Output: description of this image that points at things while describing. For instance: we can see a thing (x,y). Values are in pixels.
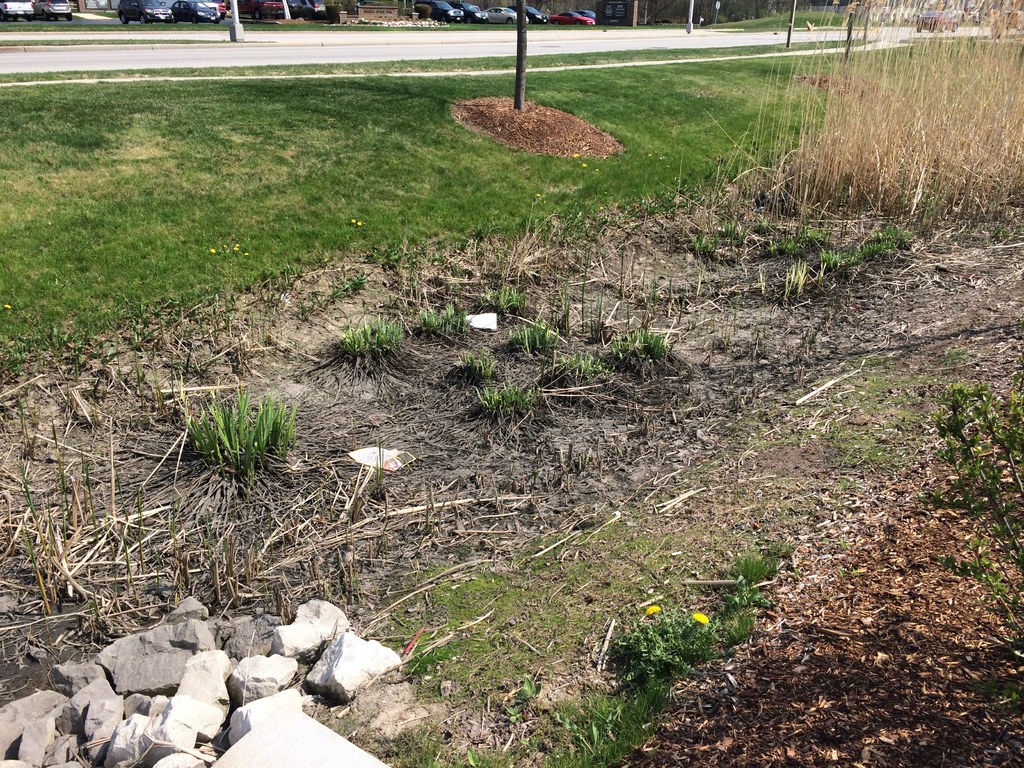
This picture is taken from the outside of the city. In this image, in the middle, we can see a wood pole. In the background (264,14), we can also see a pole (235,14) and some cars (476,8). On the left side (66,13), we can also see a car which is placed on the road (898,30). At the bottom (661,542), we can see some plants (928,173) and a grass (523,272). In the left corner (165,678), we can also see some stones (199,691).
